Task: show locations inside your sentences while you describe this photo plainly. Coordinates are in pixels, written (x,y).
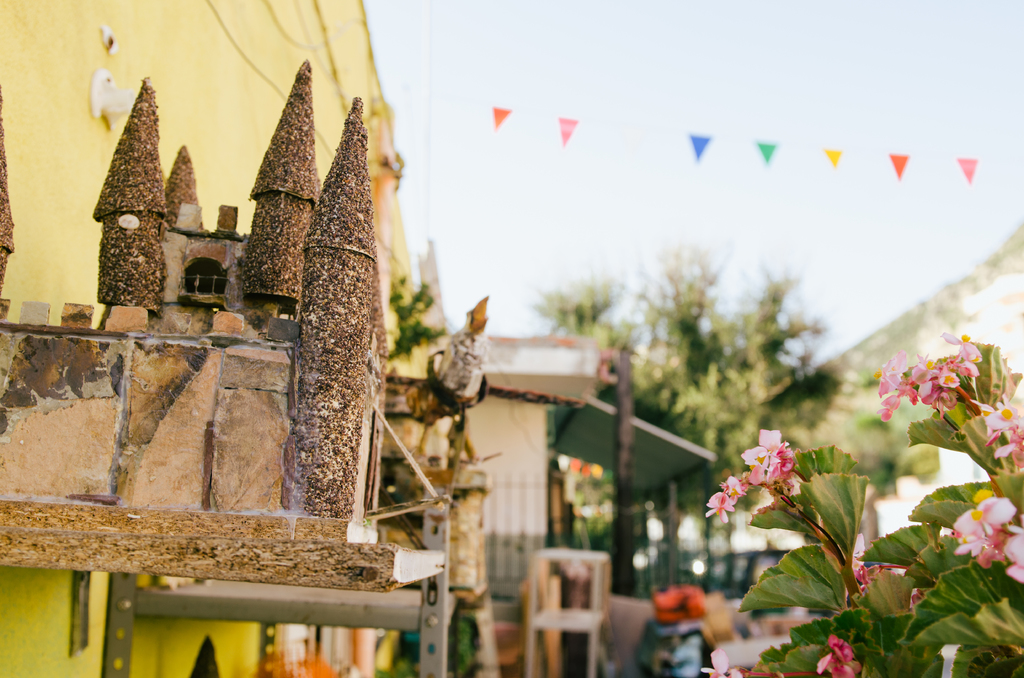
In this picture i can see the buildings (159,662) and trees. On the right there is a mountain (982,320). At the top (648,65) there is a sky (790,67). On the left (246,266) there is a wooden structure building (227,280) which is kept on the rack (106,512). At the bottom (589,609) i can see the table (574,620) and chair (596,622) near to the fence (490,564). In the bottom right corner (819,496) there are flowers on the plant (800,588).
